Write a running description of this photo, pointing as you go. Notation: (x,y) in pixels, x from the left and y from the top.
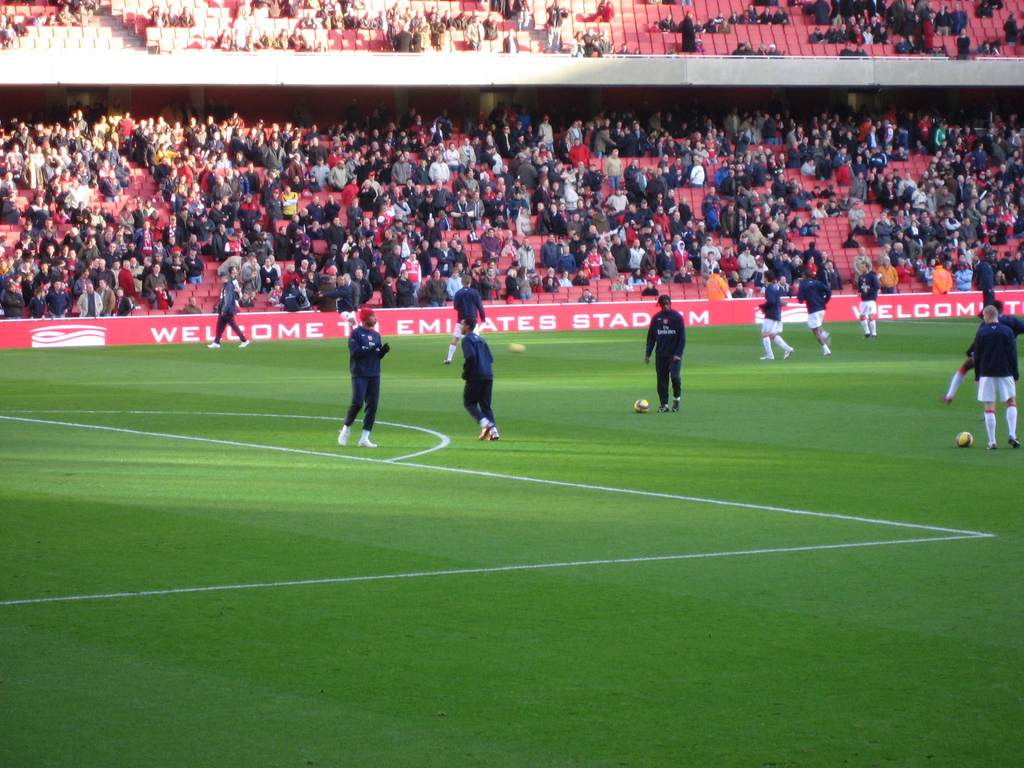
In this image we can see players (978,354) are playing on the ground (519,631). In the background (491,188), we can see so many people (639,192) are sitting, standing and watching the game.
